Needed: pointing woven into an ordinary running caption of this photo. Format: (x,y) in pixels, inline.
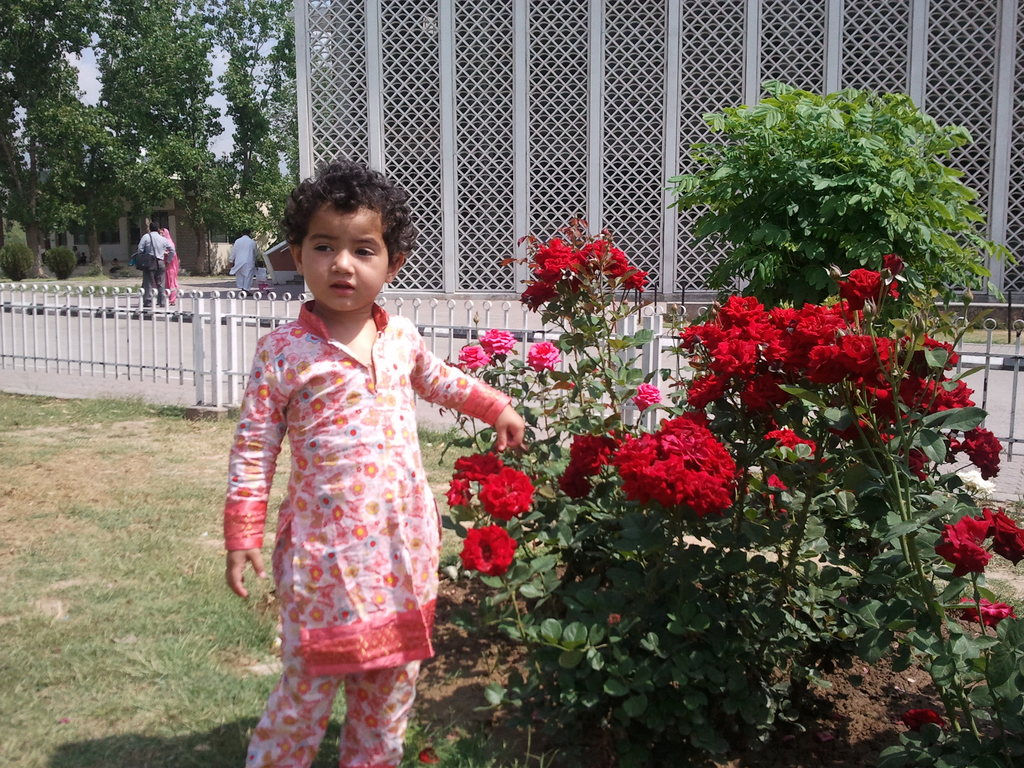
In this image there is a girl (301,485) standing on the ground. Beside the girl (345,527) there are flower plants (634,463). Behind her there is a fence (231,354). In the background (448,118) it looks like a building (420,108). On the left side (103,96) top there are trees (170,113). At the left side (145,255) there are three people (245,263) standing on the floor (217,283).
